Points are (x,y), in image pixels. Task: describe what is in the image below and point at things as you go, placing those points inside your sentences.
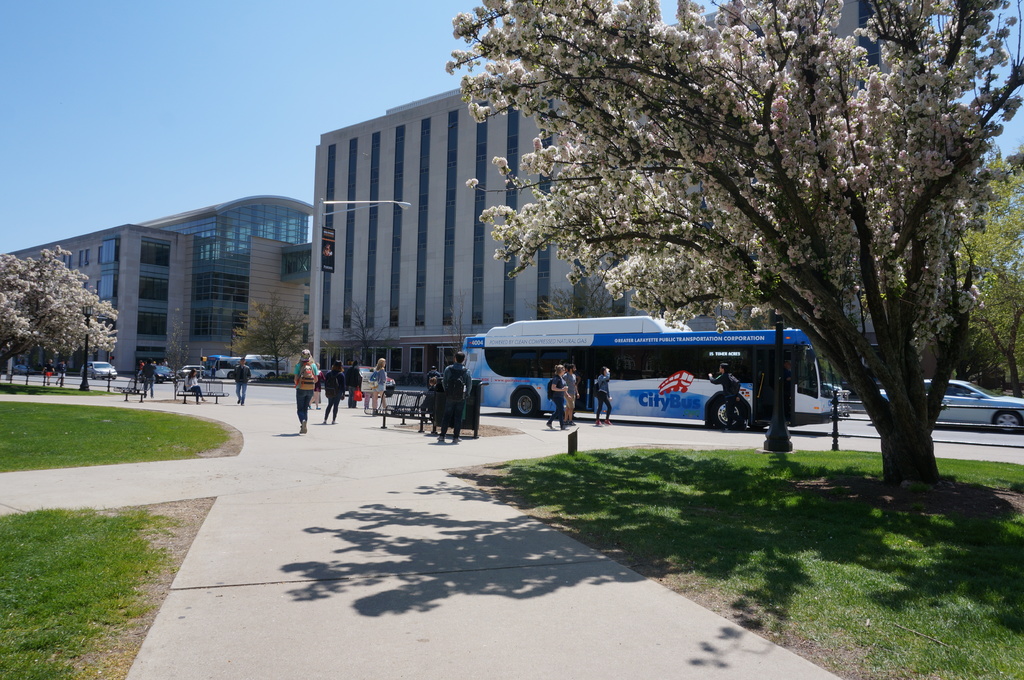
In this image we can see some people (552,386) walking on the pathway (407,458). We can also see some vehicles (514,394) on the road (490,415). On the right side (828,521) we can see some trees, grass (843,515) and street poles (773,440). On the backside (551,283) we can see some buildings (470,303) with windows (473,320) and the sky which looks clear.
